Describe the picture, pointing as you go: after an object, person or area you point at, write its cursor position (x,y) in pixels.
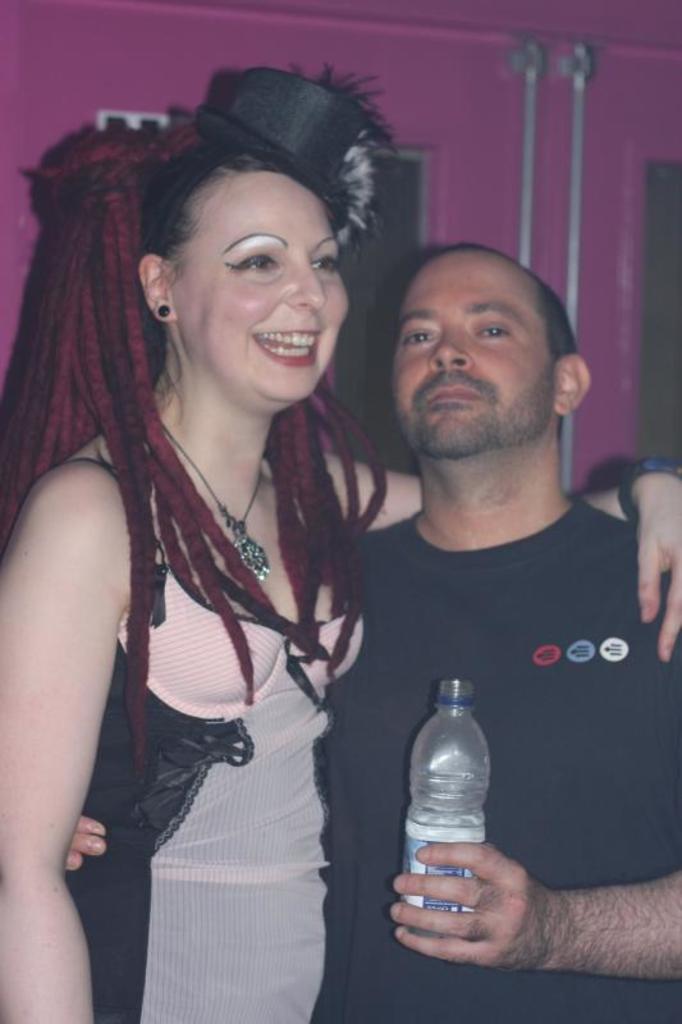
This picture shows a man (376,972) and a woman (341,555) standing and a man (428,701) holding a water bottle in his hand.
